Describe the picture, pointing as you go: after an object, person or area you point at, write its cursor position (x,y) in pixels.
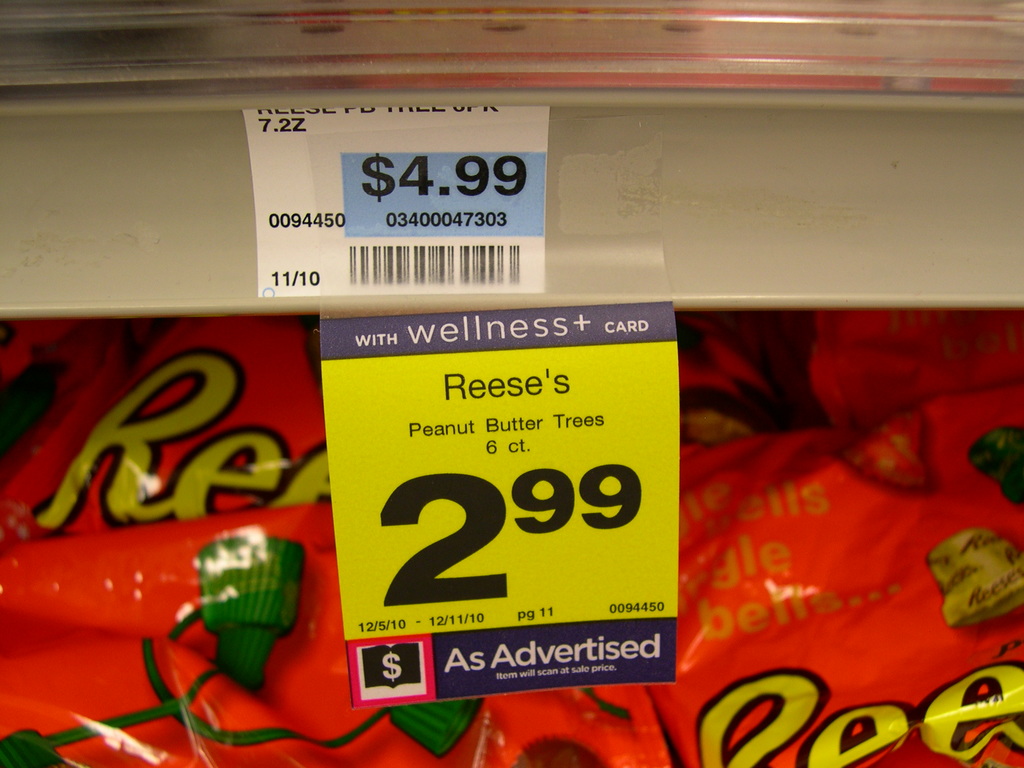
In this picture we can see price rates (364,383) and in the background (310,502) we can see a red color candy bags (22,594).
